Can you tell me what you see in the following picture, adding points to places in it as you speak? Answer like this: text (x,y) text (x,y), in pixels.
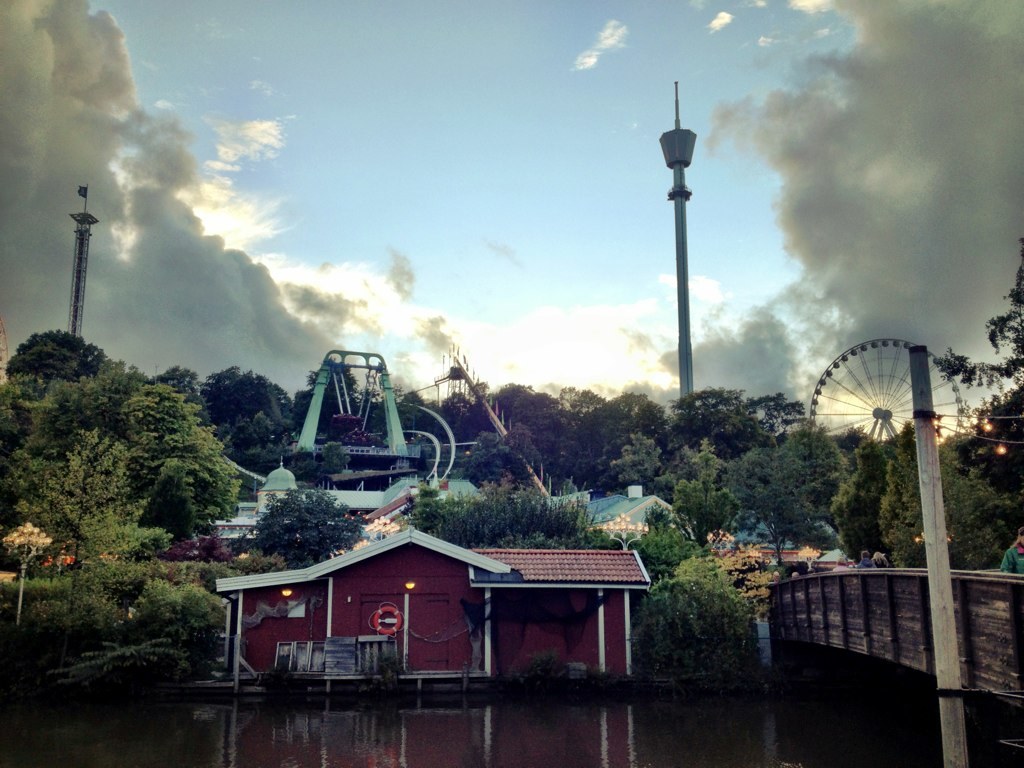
In this picture we can see water (581,748) at the bottom (605,741), on the right side (928,663) there is a bridge (896,640), we can see a house (432,622) in the middle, in the background (519,518) there are some trees (519,518), two towers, a giant wheel (941,433) and other things (384,467), on the left side (20,536) there is a pole (23,598), we can see the sky (395,167) at the top of the picture (427,149).
